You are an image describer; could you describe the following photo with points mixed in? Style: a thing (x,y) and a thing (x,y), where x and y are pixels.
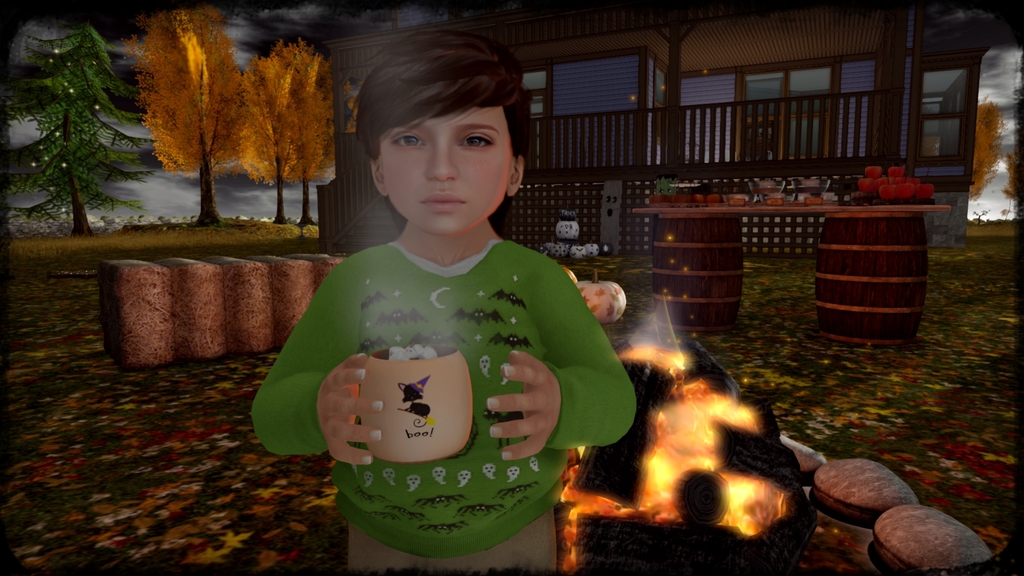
This is an animated image, in this image there is a boy (508,323) standing holding a cup (419,367) in his hand (367,410), beside him there is fire (747,498), in the background (873,225) there are two drums (826,254) on the drums (837,249) there is food item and there is a house (717,141), trees (118,149).
